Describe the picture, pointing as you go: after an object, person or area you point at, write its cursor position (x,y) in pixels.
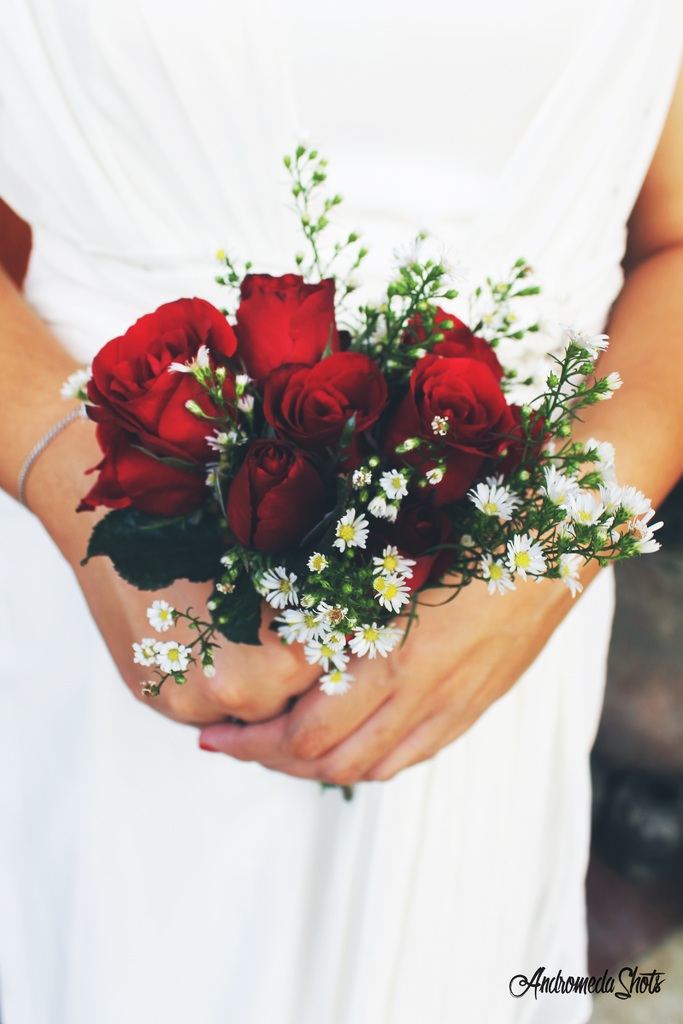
In this image, we can see a person (568,836) holding a flower bouquet (274,478). On the right side (670,725) bottom, there is a blur view (670,725) and watermark (634,988) in the image.
